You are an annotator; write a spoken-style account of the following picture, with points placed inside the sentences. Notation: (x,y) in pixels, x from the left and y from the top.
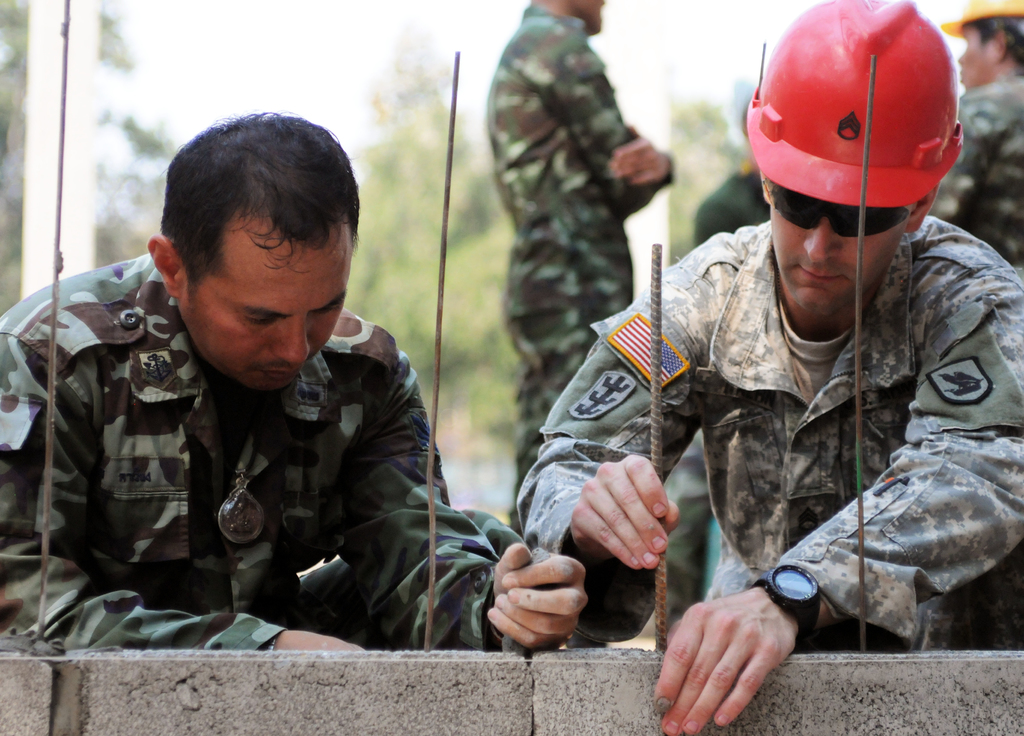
In this picture I can see the grey color things (357,695) in front (500,716), on which there are 4 rods (48,524) and behind the rods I can see few persons (371,431), who are wearing army uniform (680,343) and I see that the man (668,337) on the right (792,305) is wearing a helmet (828,183) and shades (786,204). I can also see he is holding a rod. I see that it is blurred in the background (474,180).
